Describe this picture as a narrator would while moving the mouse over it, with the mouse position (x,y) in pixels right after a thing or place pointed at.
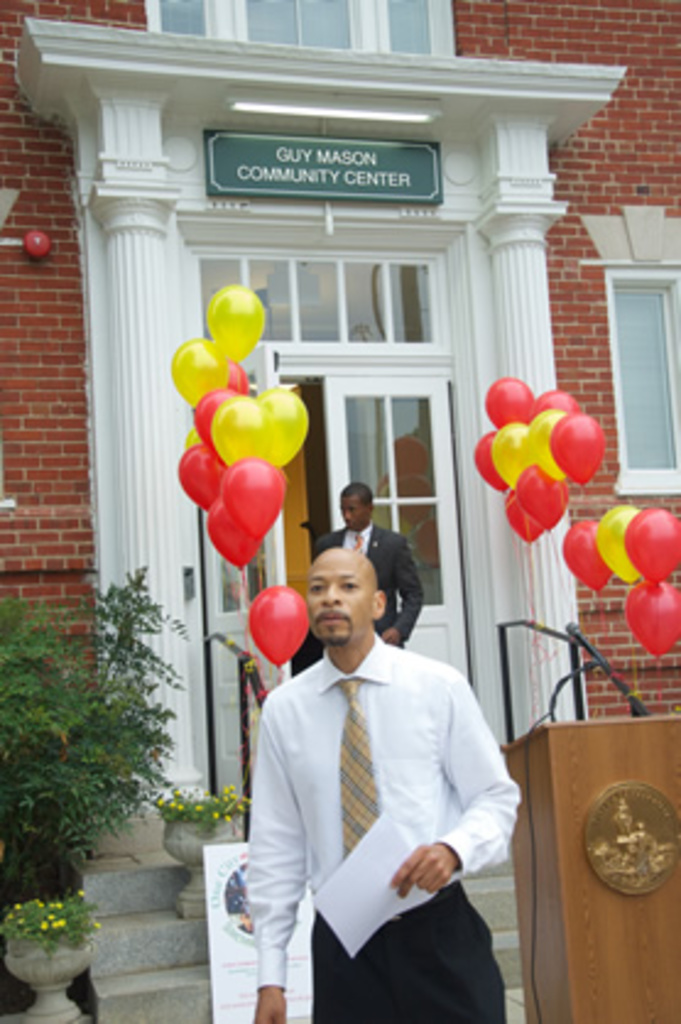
In the image we can see two men (290,730) standing, wearing clothes (286,729) and this man (332,840) is holding a paper (353,896) in his hand (408,889). There are a podium (621,861), microphone (596,659) and cable wire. These are the stairs (179,958). We can see there are balloons (218,374), red and yellow in colors. We can even see there are plants (44,747) and a building (220,243).
